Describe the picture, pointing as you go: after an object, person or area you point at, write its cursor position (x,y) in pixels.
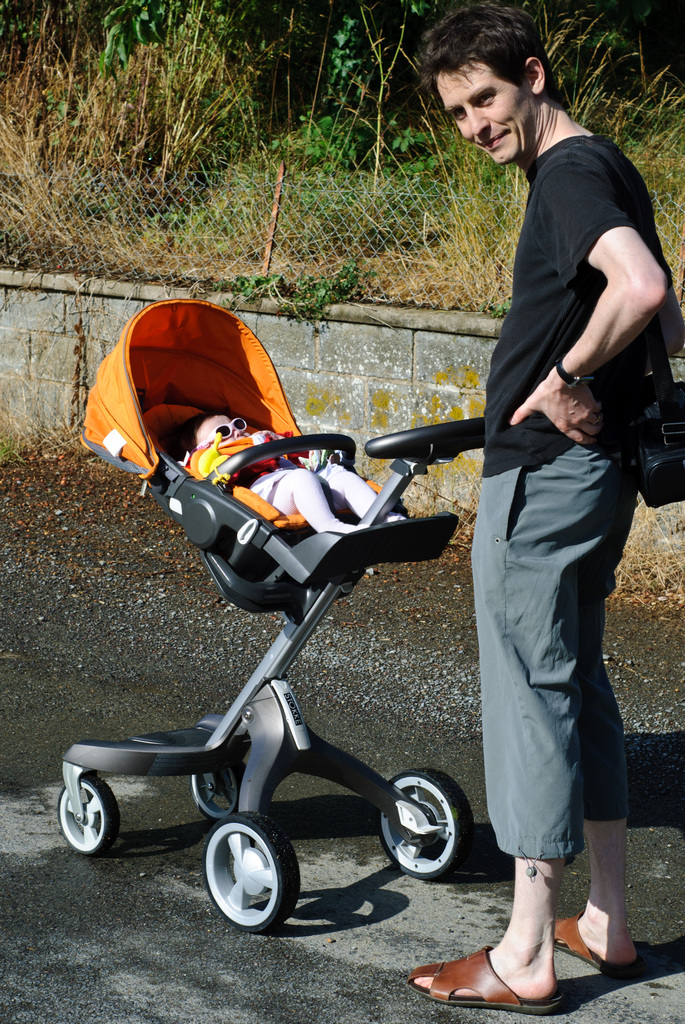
In this image we can see a person (622,927) standing and to the side we can see a baby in a stroller (394,535). There are some plants (379,115) and grass (413,201) on the ground (431,289) and we can see the compound wall (416,385).
